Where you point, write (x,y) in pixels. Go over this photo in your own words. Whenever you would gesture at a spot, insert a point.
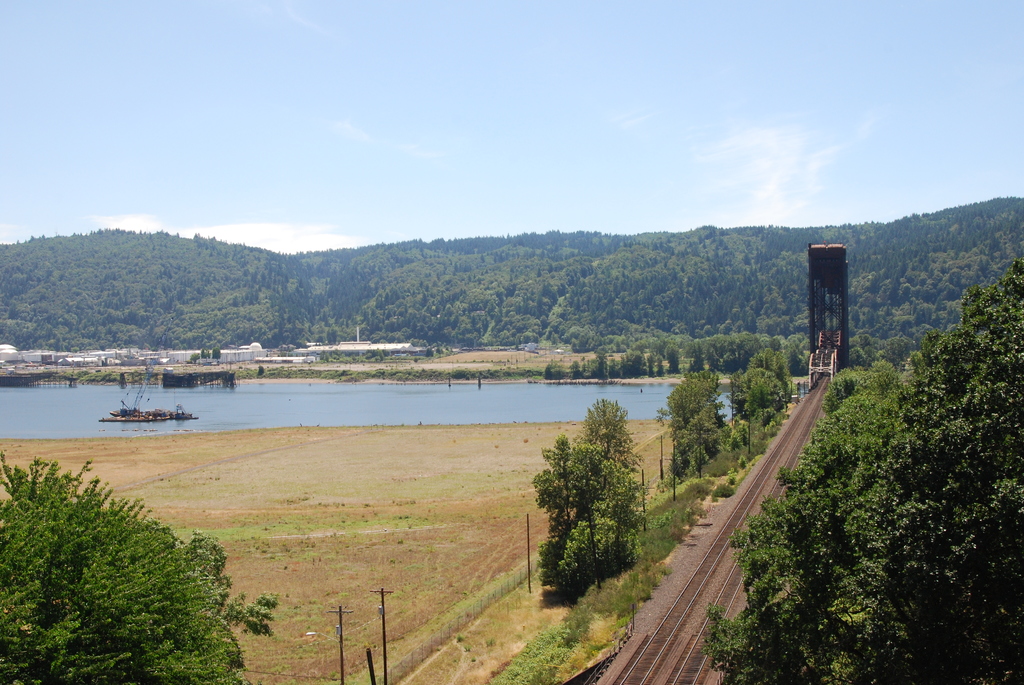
In this image we can see a railway track (702,622), trees (312,324), water (260,402), poles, fence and sky (639,127) in the background (637,214).
